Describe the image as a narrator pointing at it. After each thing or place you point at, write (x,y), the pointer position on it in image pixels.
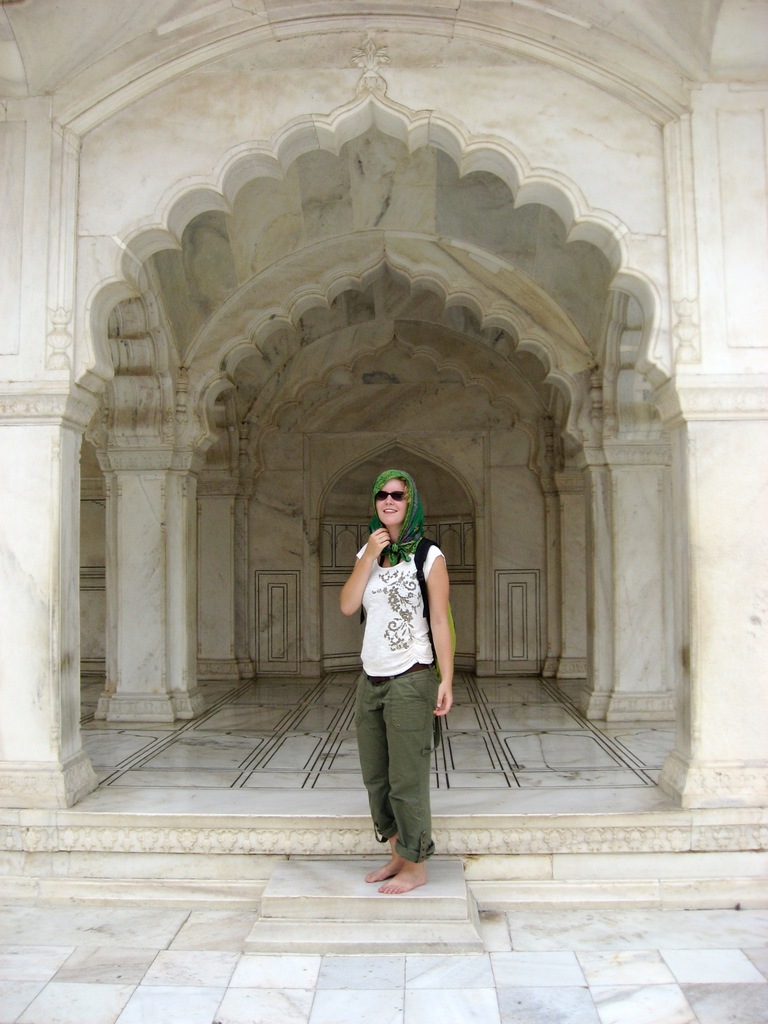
In this image we can see a person (438,628) wearing white color T-shirt (401,636), scarf (410,477), glasses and a backpack (451,616) is standing here and smiling. In the background (478,564), we can see the marble architecture (475,172).
